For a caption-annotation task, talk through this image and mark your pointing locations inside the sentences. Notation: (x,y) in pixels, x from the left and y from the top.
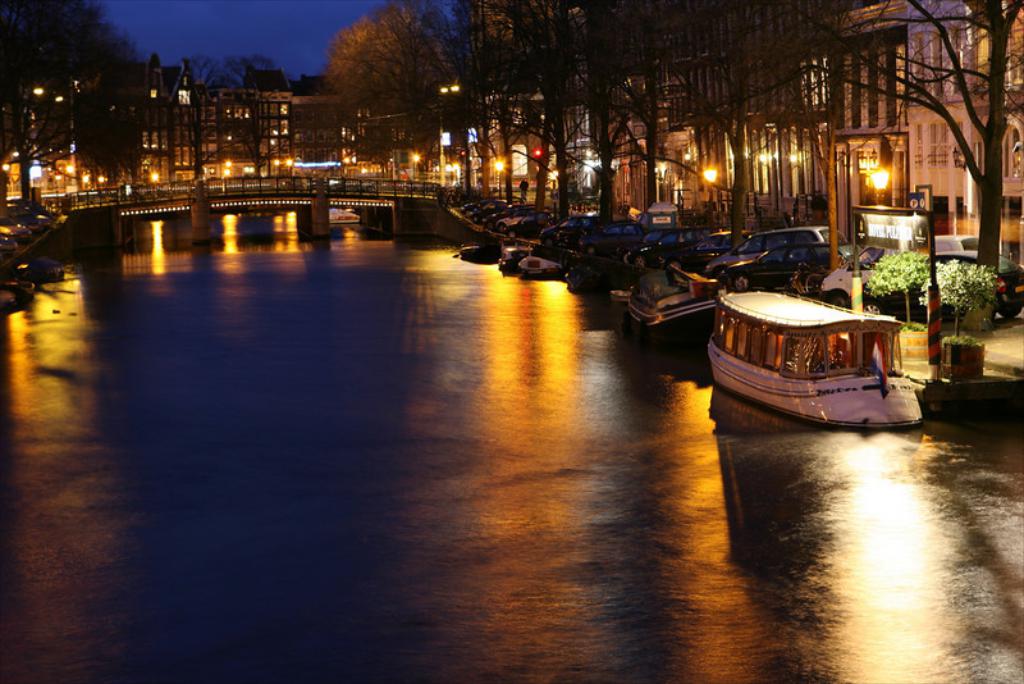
In this image I can see in the middle (384,415) there is water (524,507) and few boats (744,295) are parked in this. On the right side (1005,64) there are trees (613,109) and buildings (871,106) with the lights (867,172).
